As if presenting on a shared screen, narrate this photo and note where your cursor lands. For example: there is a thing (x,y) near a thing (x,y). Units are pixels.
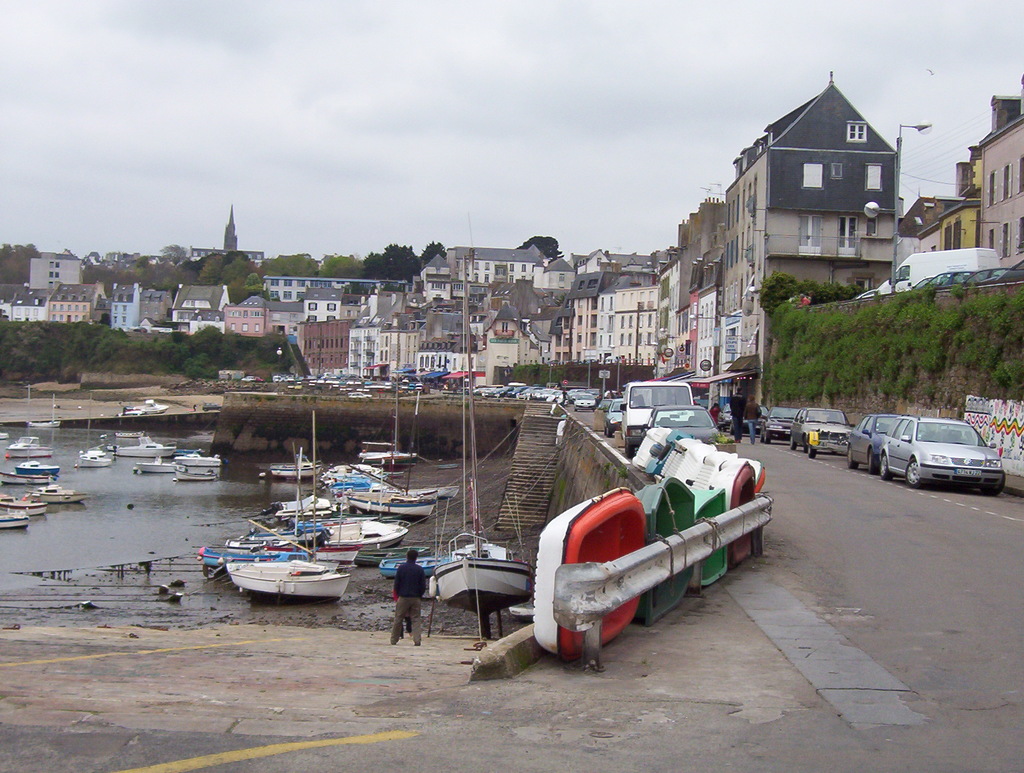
In this picture we can observe a fleet (301,521) on the water (163,527). There are some boats (655,521) on the road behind this railing (696,552). We can observe some cars (831,435) on the side of this road (774,449). There are some plants (863,375) on the wall (861,356). There is some water (120,508) here. We can observe a person (400,586) standing. In the background (214,297) there are trees (171,352), buildings (366,329) and a sky (327,129).
